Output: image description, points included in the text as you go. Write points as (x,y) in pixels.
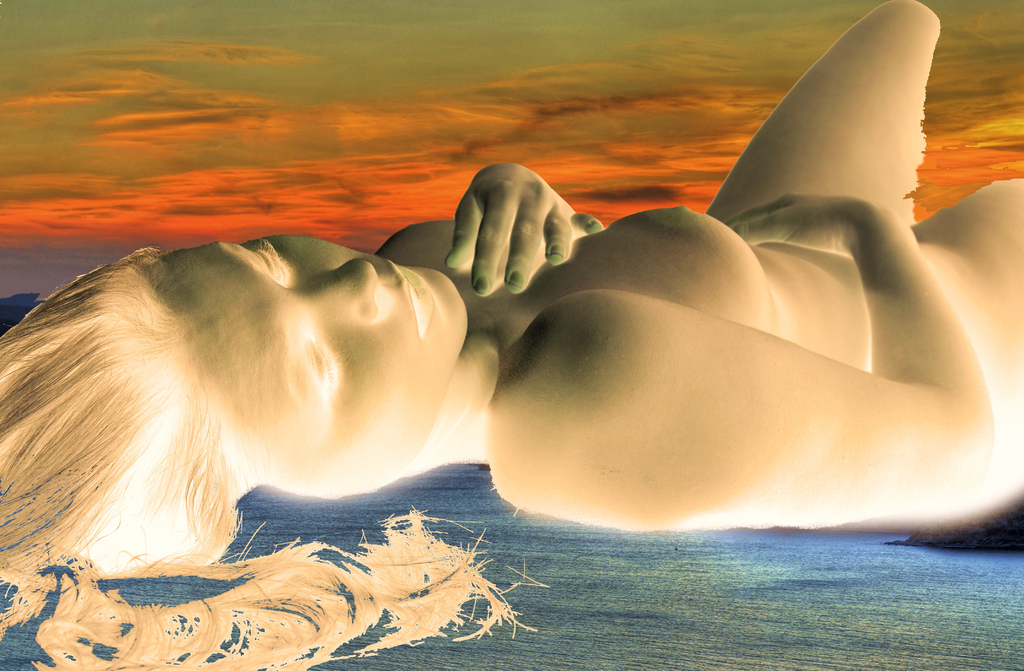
This is an animated image, we can see a woman (242,419) lying on the surface (559,535). At the top (542,75) we can see the sky (588,26).
